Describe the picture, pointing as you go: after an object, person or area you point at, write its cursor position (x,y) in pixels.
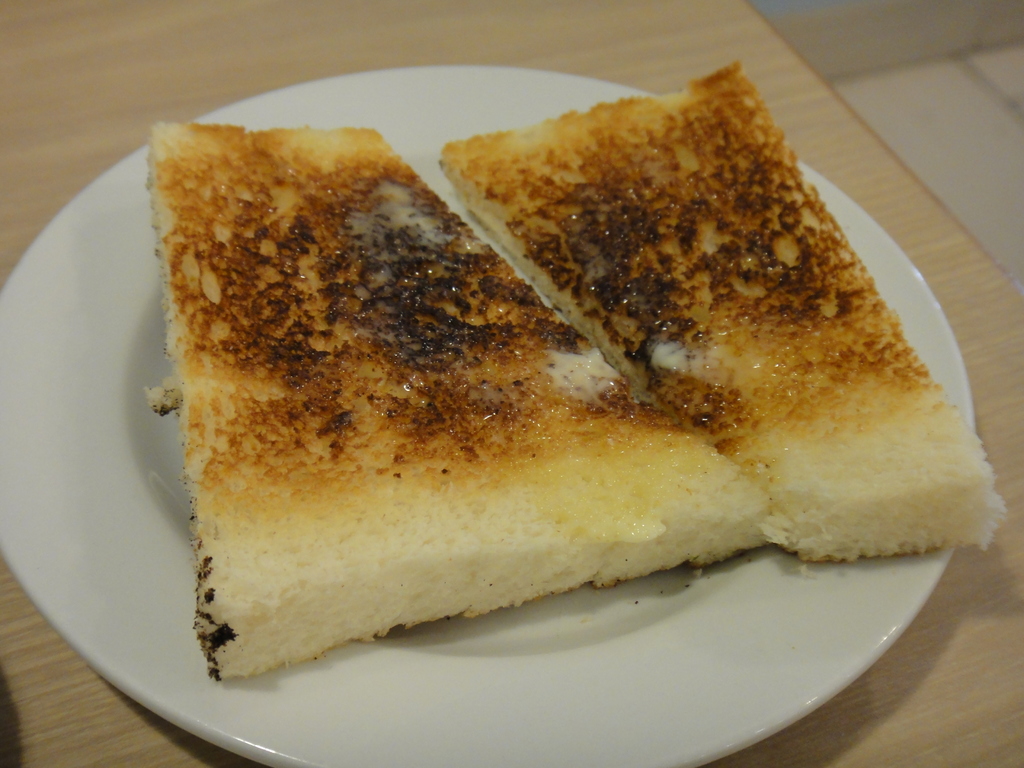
In this picture there is a roasted bread (208,227) in the white plate (701,700) which is placed on the wooden table top (945,243).
